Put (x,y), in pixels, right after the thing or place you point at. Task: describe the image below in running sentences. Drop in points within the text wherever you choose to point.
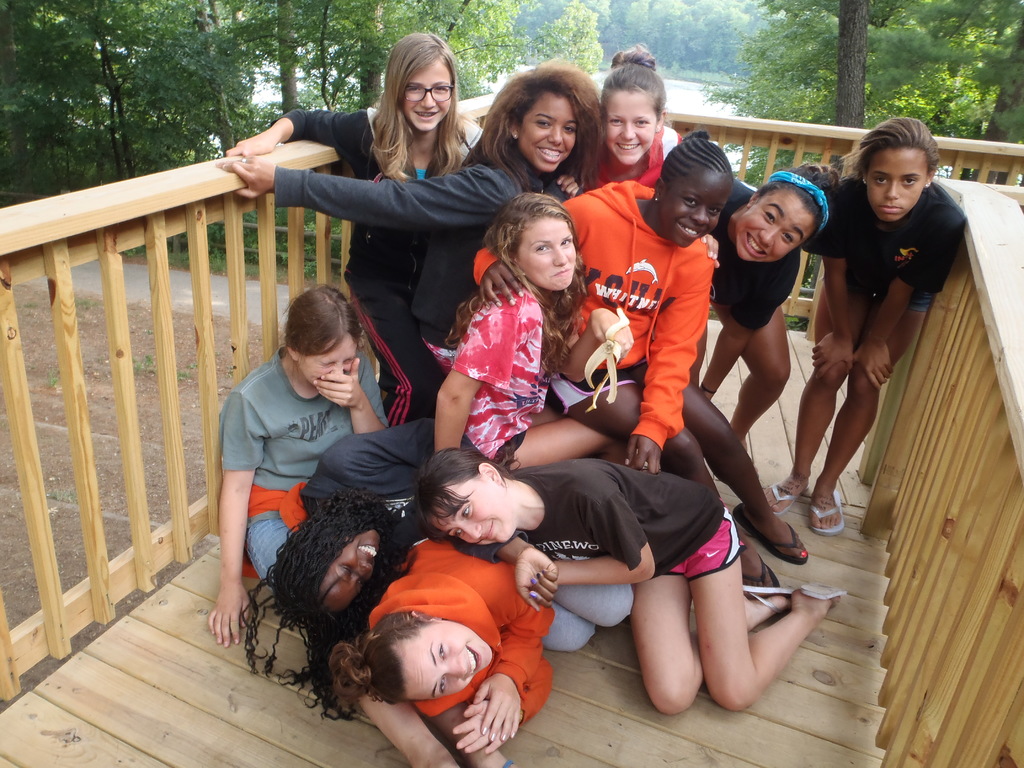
In the center of the picture (420,278) there are girls (384,390) falling on each other and smiling. On the right (986,365) there is hand railing (984,204). On the left (23,481) there is hand railing (18,274). In the background (305,60) there are trees (496,60) and a water body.
